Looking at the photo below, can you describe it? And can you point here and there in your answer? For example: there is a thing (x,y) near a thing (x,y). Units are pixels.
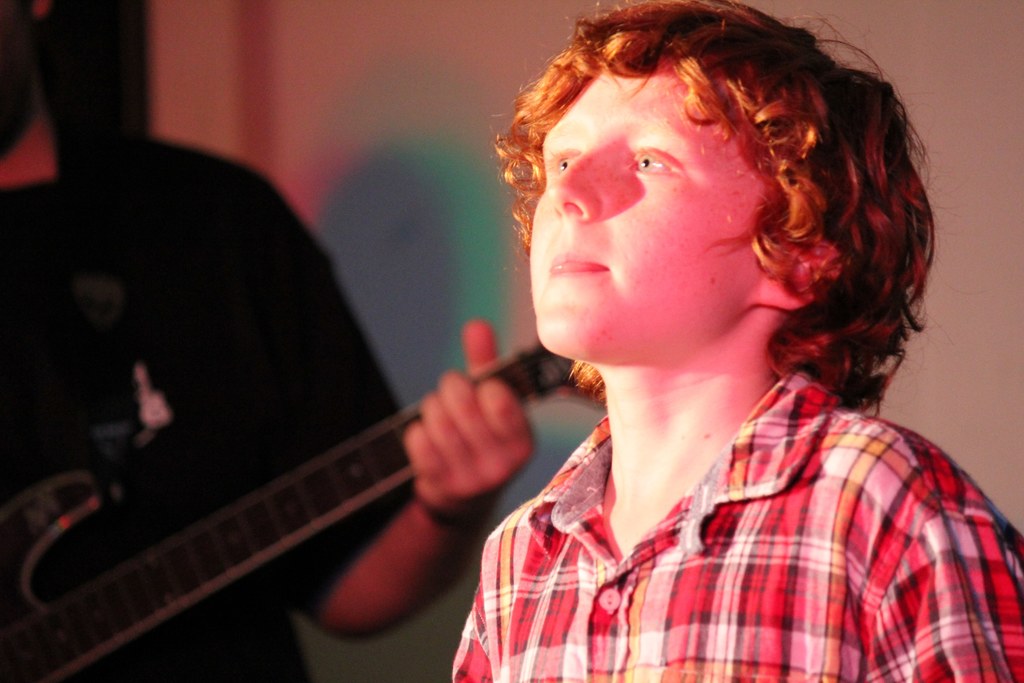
In this picture there is a boy (755,376) standing, wearing a red color shirt (646,617). in the background (283,495) there is another person (73,572) playing guitar (247,554) in his hands (454,437). There is a wall (378,116) behind him.
